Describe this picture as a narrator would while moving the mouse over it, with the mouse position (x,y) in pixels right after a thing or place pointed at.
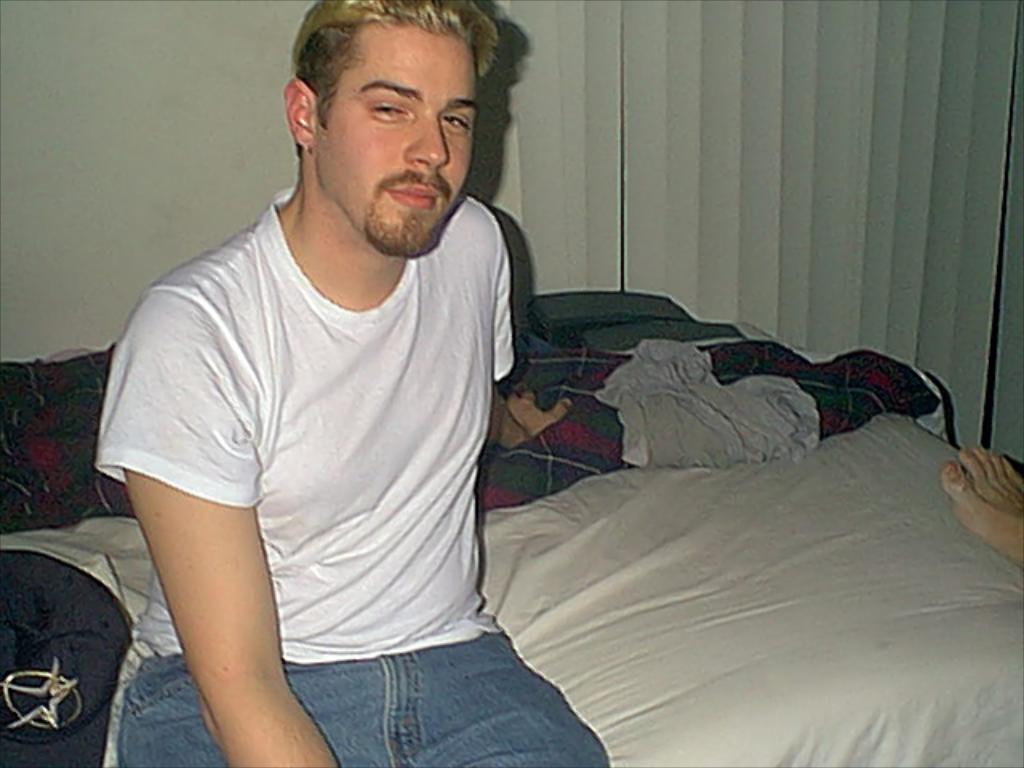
In this image a person (197,460) wearing a white color shirt (278,454) sit on the bed (627,632). On the bed (597,457) there is a bed sheet (629,649) and back side of the bed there is a wall (66,160), on the right side (966,477) there is a person leg (1001,495) visible.
